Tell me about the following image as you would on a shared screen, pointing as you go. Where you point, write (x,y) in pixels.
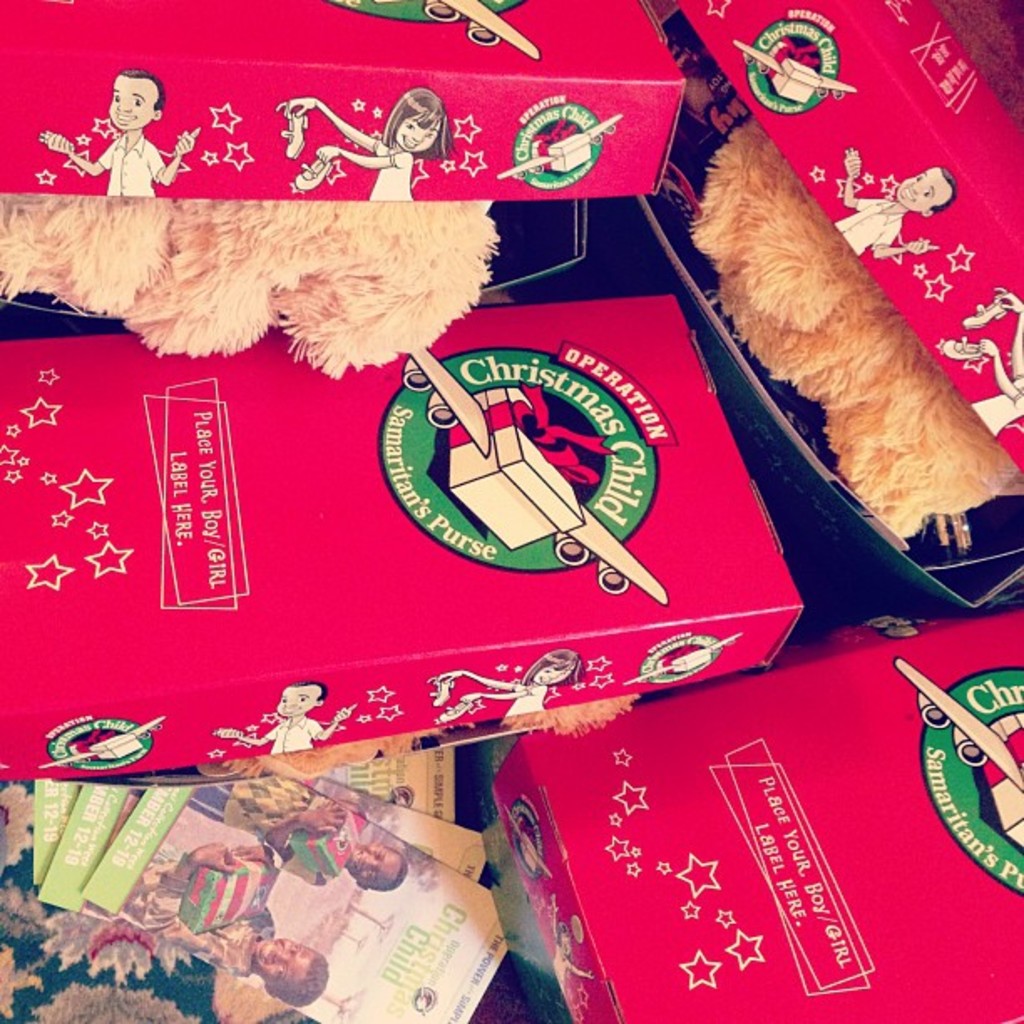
In this picture we can see few toys (870,372) in the boxes (424,389).
